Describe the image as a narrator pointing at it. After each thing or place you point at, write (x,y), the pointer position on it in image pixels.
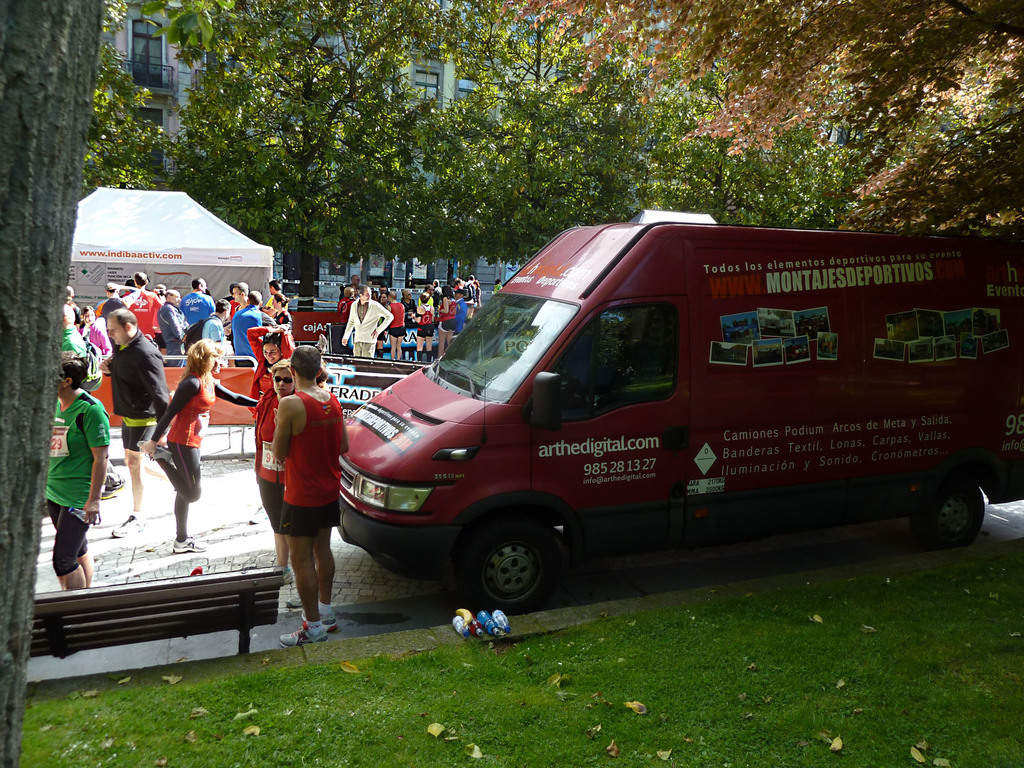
In this image we can see the people (245,405) standing on the ground (244,560) and there are boards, bottles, vehicle (809,365), bench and tent (206,264) on the ground (385,647). And we can see the building (425,70), trees (428,152), grass (711,662) and a tree trunk (32,371).
